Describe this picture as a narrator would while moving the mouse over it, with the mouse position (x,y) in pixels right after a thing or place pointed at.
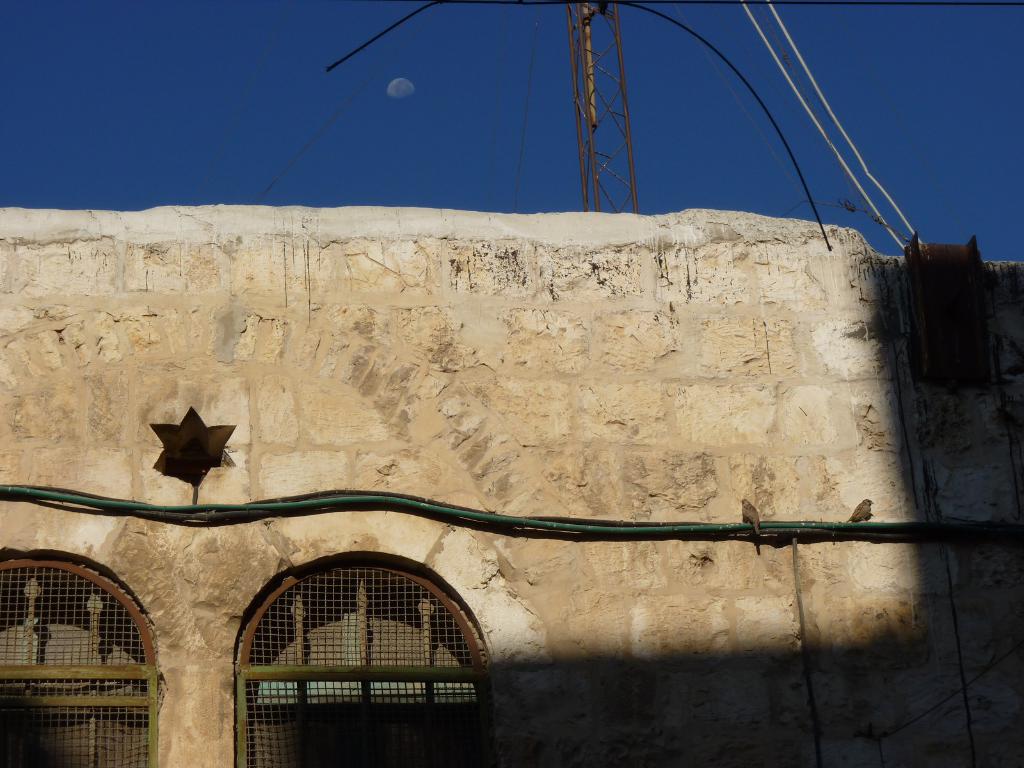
In this picture, we see a building (678,497) which is made up of stones (561,373). At the bottom of the picture (364,688), we see grilled doors (263,680). Here, we see birds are on the green color pipe (401,499) or the wires (769,529). At the top of the picture (585,12), we see a tower (582,172) and we see the sky (278,112), which is blue in color.
